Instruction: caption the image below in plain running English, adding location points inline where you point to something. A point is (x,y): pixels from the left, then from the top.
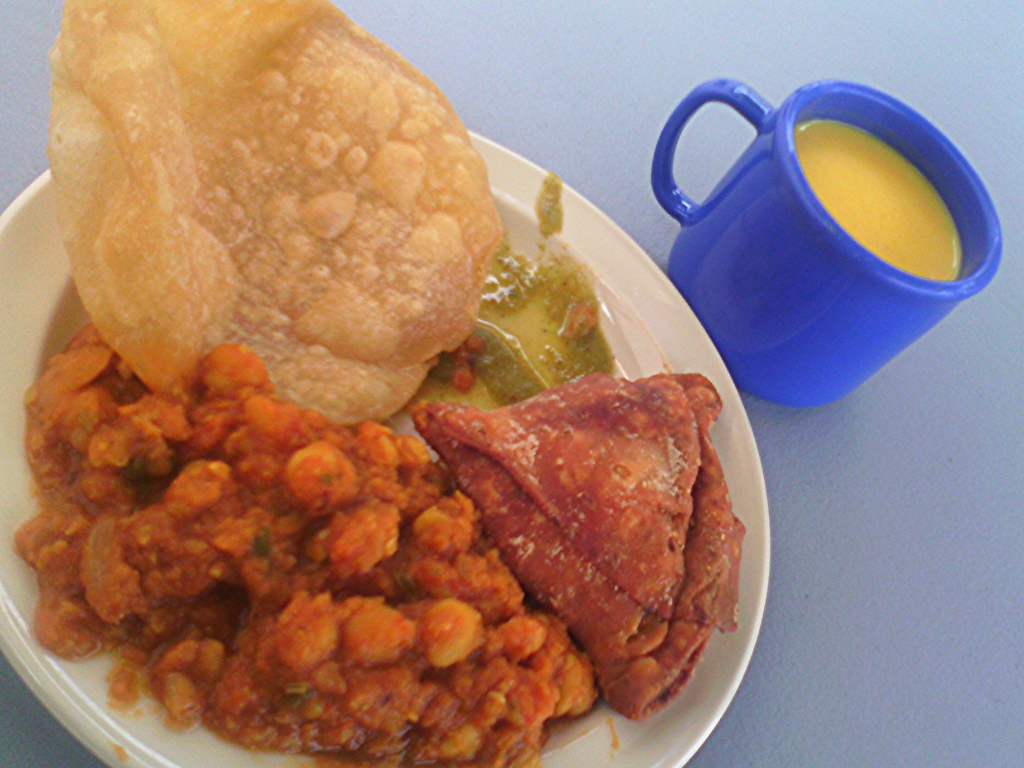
In this picture we can see a plate (191,751) which contains food items (562,346) and a cup (854,237) which contains liquid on the surface (1023,476).
